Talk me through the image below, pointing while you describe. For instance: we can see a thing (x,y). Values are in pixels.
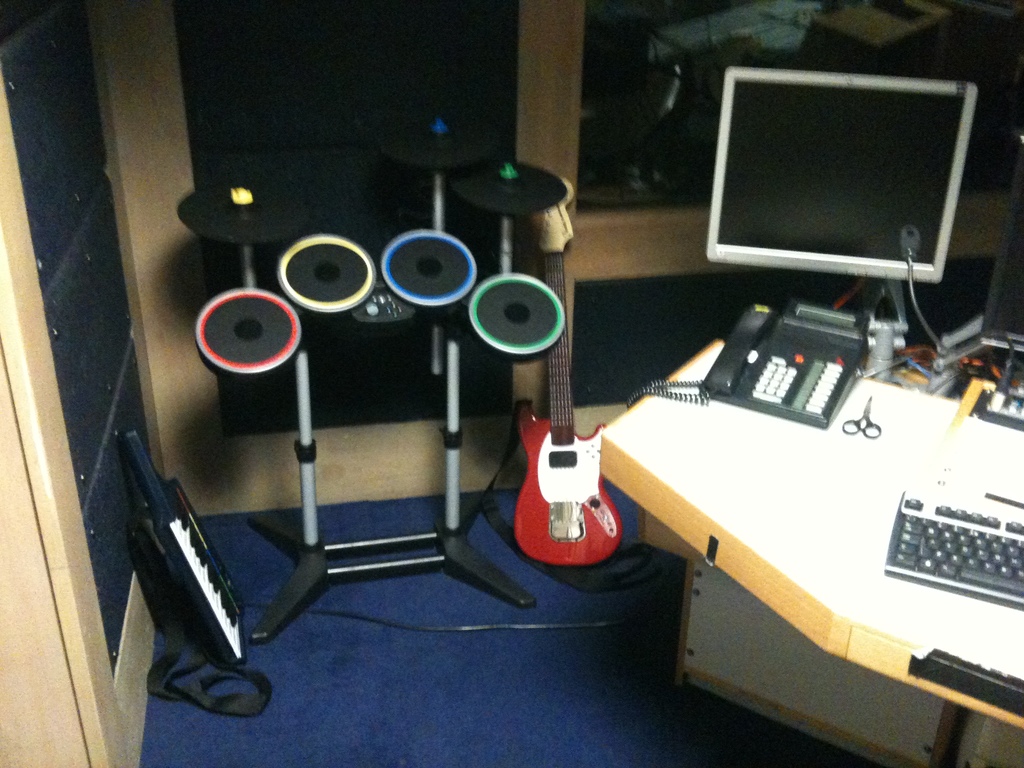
In this image, we can see some musical instruments (296,596) on the ground (329,596). We can see some wire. We can see a table (699,512) with some objects (970,518) like a monitor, a keyboard (996,600), a telephone (844,383) and a scissor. We can see the wooden wall (103,108). We can also see some glass (602,120) with the reflection (728,25) of the monitor (802,140).
